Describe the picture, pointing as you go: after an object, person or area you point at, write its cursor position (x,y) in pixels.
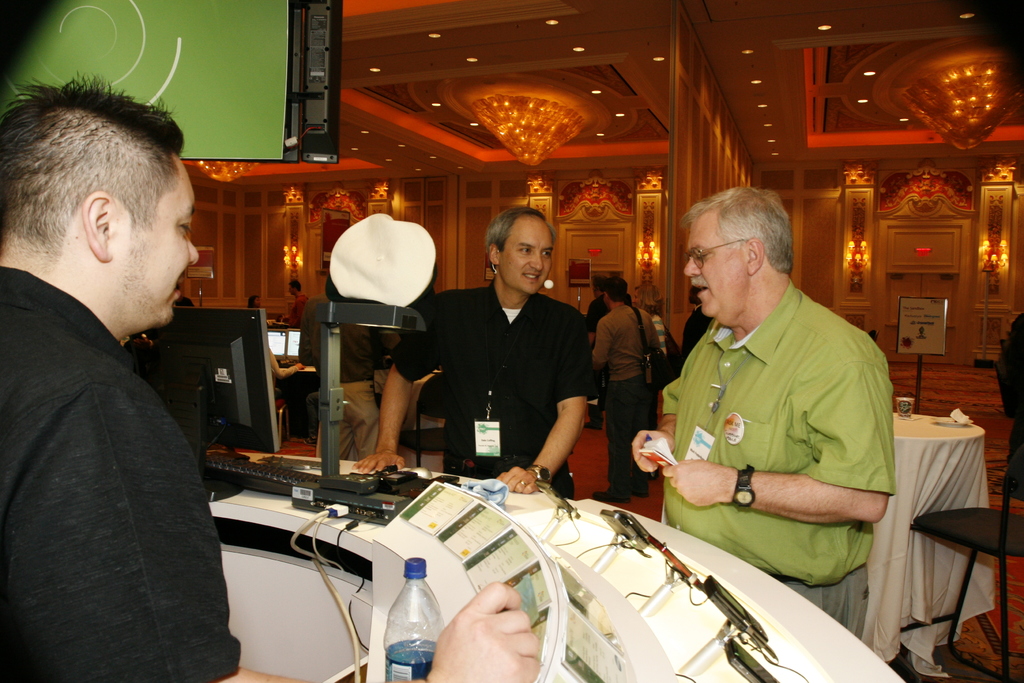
I can see in this image a group of people (407,364) among them three people (184,470) are standing in front of a table (562,554). On the table (449,570) we have a bottle (407,611) and other objects (406,471) on it. In the background (682,127) I can see a chandelier (529,119) and a wall (612,200).
